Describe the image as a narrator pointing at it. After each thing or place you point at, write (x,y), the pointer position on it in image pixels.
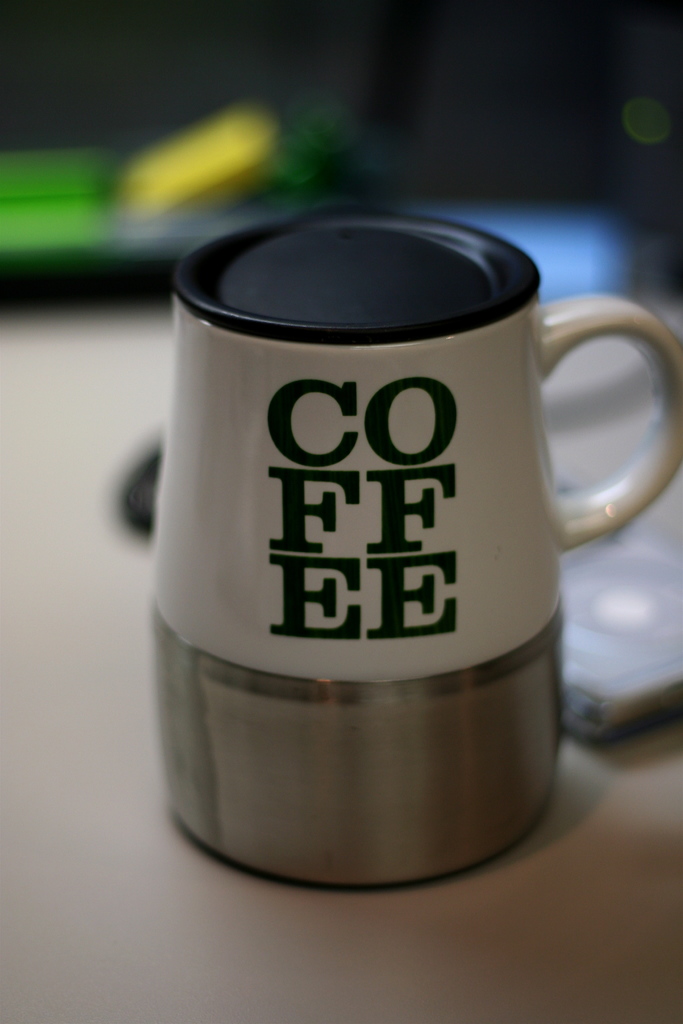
In the middle of this image (269,427), there is a white color cup (410,803) having a black color cap (188,260) and green color letters (439,453) on it. This cup (316,485) is placed on a surface (73,798), on which there is an object (665,720). And the background (5,70) is blurred.
